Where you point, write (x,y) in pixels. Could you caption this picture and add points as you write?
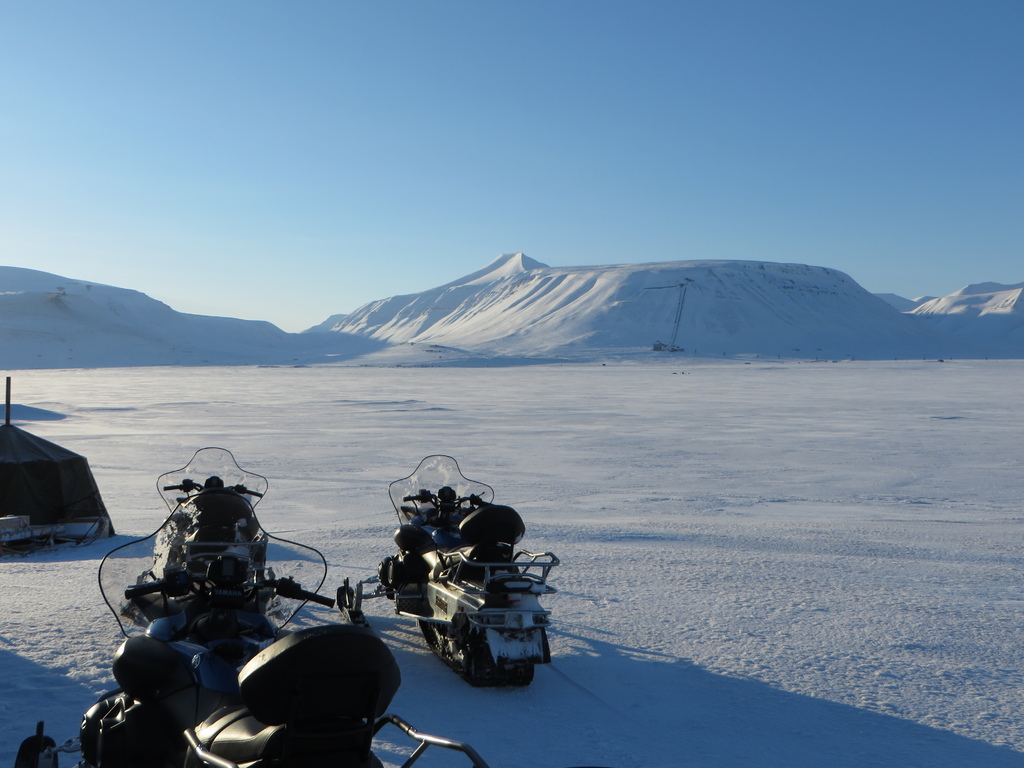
On the left (287,648) there are vehicles (238,591). In this picture there is snow (691,437). In the center of the picture (475,271) there are hills (339,327) covered with snow (750,329). Sky (459,68) is sunny.
